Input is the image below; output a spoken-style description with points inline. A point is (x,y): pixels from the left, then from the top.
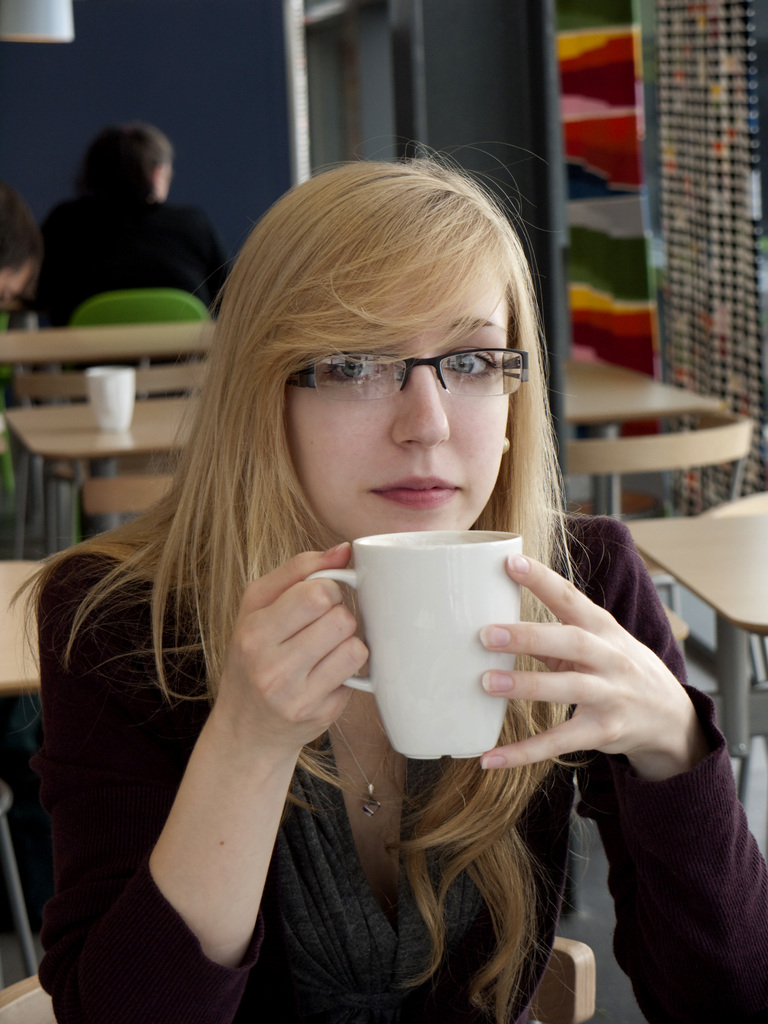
In this image i can see a woman (423,451) sitting on chair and holding a cup (458,715) at the back ground (134,219) i can see few other tables (97,444) and a person (131,249) sitting and a wall (169,86).
